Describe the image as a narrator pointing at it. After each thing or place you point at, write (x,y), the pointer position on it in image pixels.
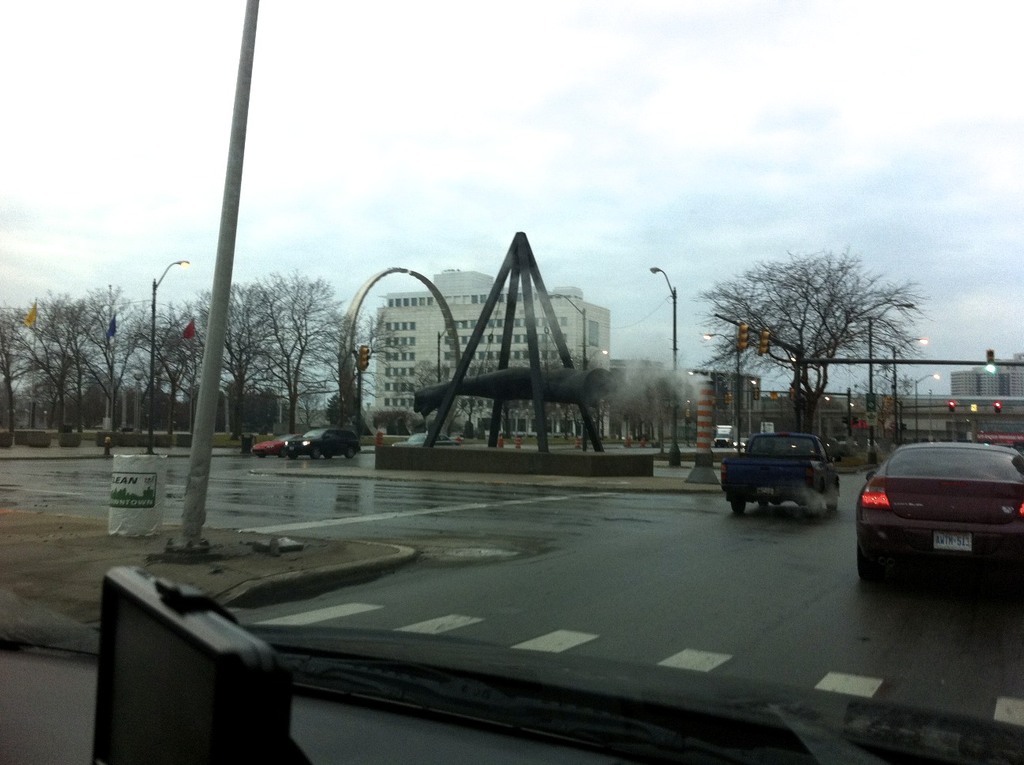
This is an outside view. Here I can see few cars (732,503) on the road (567,539). In the background (482,302) there are some trees (751,334), poles (751,334), street lights (915,391) and buildings (463,300). On the top of the image (559,149) I can see the sky (621,108).
